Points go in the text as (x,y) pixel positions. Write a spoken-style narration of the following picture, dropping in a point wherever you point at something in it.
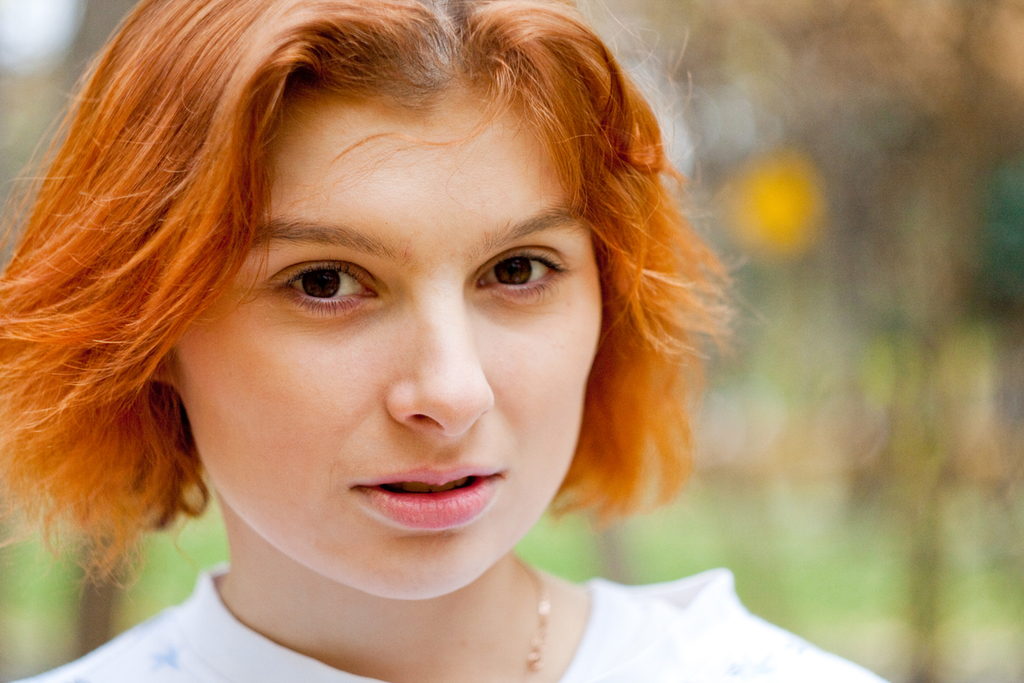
In the center of the image (665,336) we can see a lady (373,504). In the background (1010,467) the image is blur.
